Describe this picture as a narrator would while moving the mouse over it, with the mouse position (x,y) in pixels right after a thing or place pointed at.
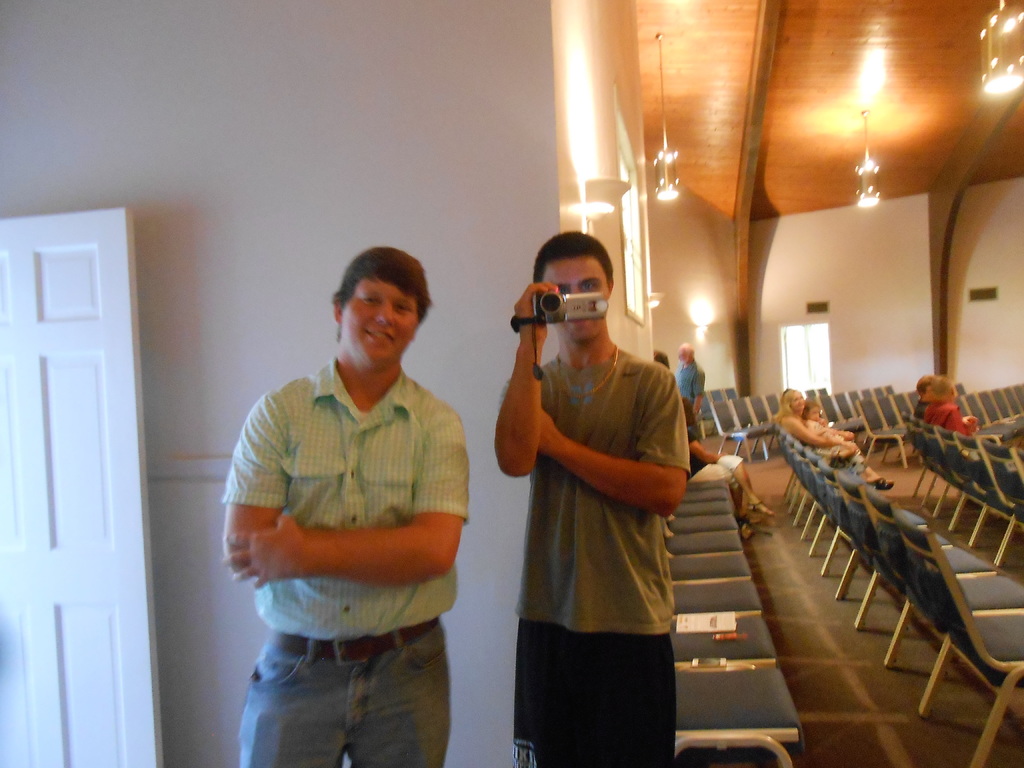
In this image we can see a man (570,395) is holding a camera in his hand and beside him another man (379,502) is standing. In the background (96,453) we can see door (96,453), lights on the wall (687,244), windows (636,276), lights (661,163) on the ceiling (792,180), few persons (787,426) are sitting on the chairs (724,417) and there are objects (722,627) on a chair (705,647).
